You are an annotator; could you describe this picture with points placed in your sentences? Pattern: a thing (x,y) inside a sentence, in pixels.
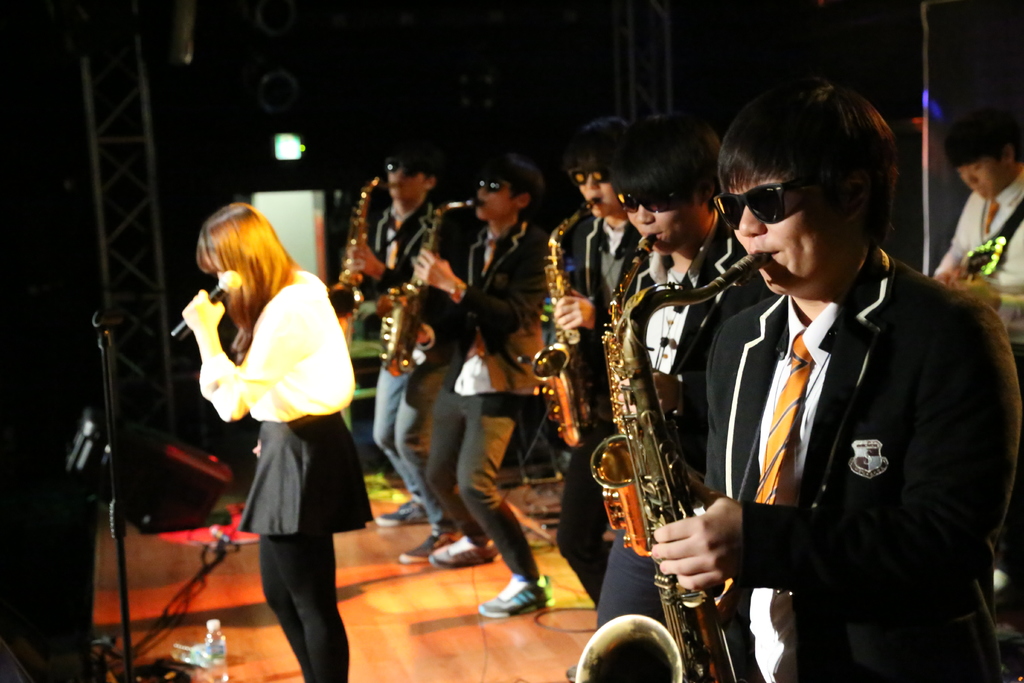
In this image I can see a group of people (315,381) standing and holding musical instruments (555,271). I can see a stand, wires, bottle (210,647), few objects (191,668) on the stage (501,561). One person (297,327) is holding a mic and background (472,133) is in black color.
